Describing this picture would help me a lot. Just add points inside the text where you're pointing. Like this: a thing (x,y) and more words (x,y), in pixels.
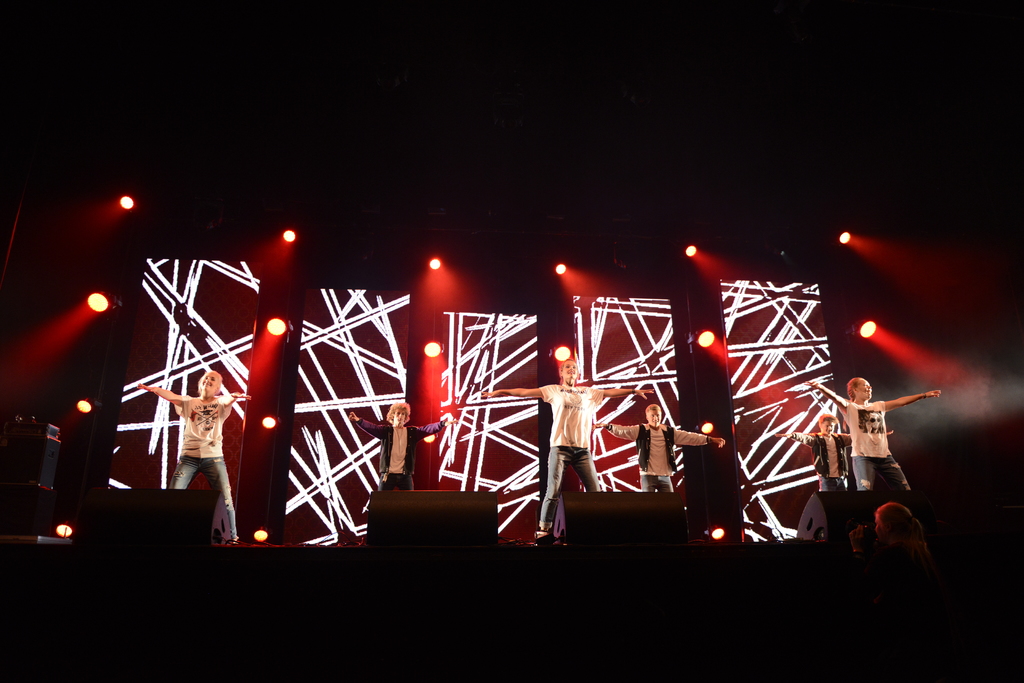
In this picture I can see some people (569,457) are standing on the stage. In the background (392,322) stage lights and other objects (511,333) on the stage (252,607).
